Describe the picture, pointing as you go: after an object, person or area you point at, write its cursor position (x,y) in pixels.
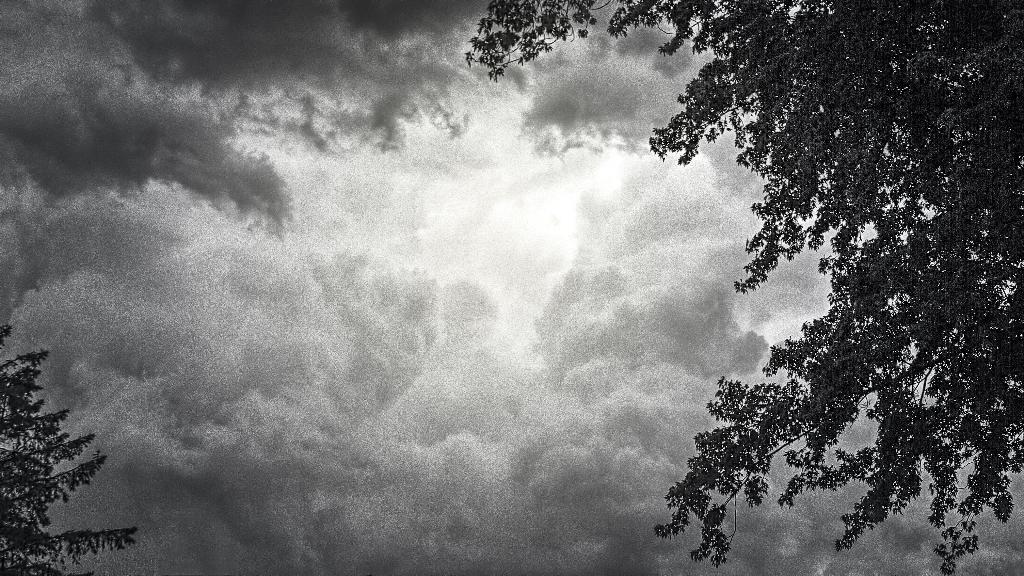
In this picture I can see the sky (588,215) and clouds (332,169). On the right (968,122) and left side (12,521) I can see the trees (932,366).
